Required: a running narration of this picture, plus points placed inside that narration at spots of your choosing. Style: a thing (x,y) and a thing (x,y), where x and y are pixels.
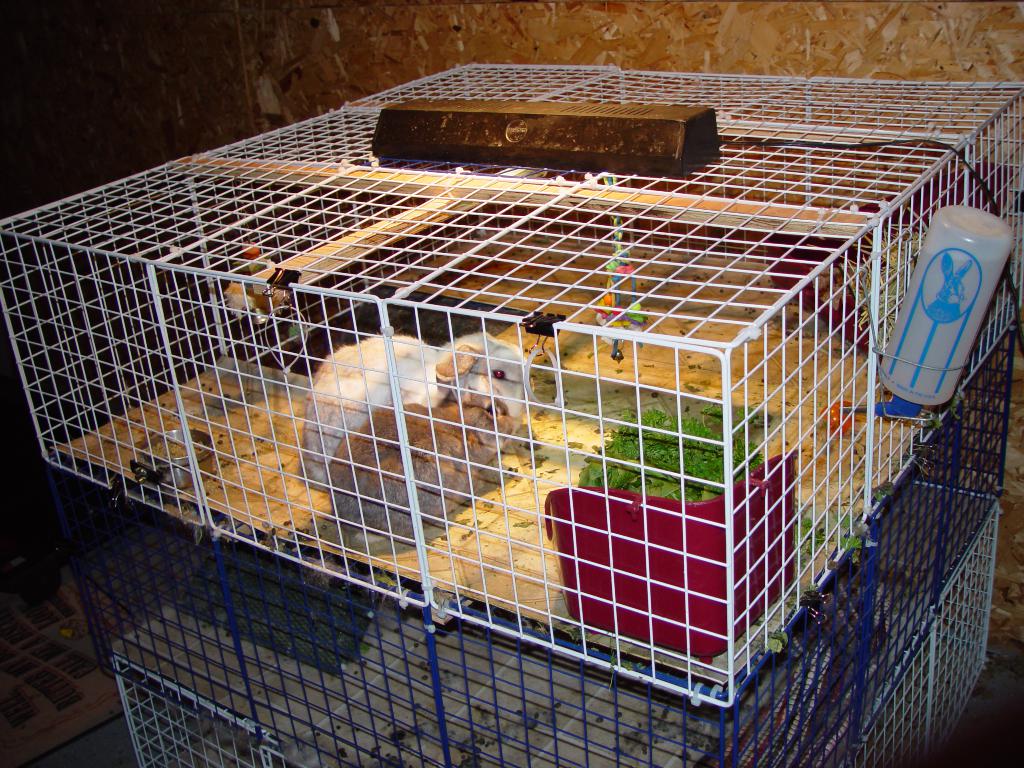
In this image we can see a rectangular shape white color net (524,178), inside it rabbits (497,411) are present and some green leafs (667,439) are there and to the right side of the box (528,471) one white color container (943,338) is attached.
